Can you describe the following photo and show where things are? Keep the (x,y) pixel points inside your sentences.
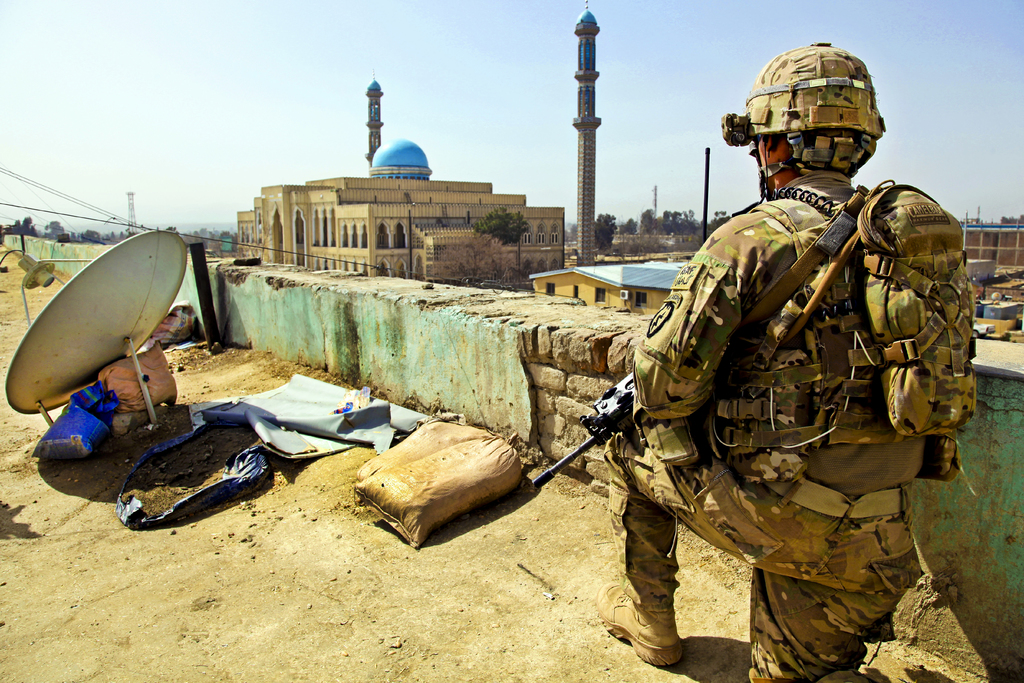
In this image in the right (804,381) a person (787,413) is kneeling down. He is wearing army uniform (806,317). He is holding a gun (604,426) and carrying a bag (907,281). On the floor (550,487) there are sacs (397,448), antenna (111,357), and few other things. In the background (338,224) there are buildings (455,217), towers (580,211), trees (476,241). The sky (603,211) is clear.
